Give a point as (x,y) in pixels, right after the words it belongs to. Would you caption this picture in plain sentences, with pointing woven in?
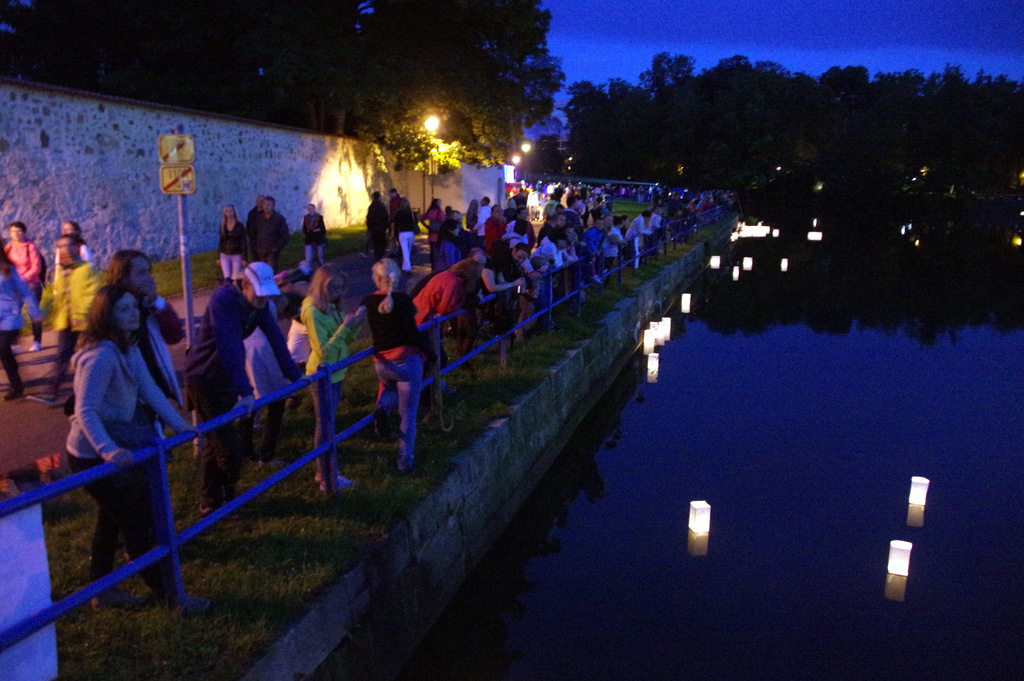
Here we can see candle lights (774,230) in a box (704,513) on the water (644,458). On the left (180,324) there are few people (180,324) standing on the grass (181,454) at the fence (167,451) and few people (131,253) are walking on the road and among them few persons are carrying bags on their shoulders (385,205). In the background (227,20) there are trees (651,136), poles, lights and sky (874,20).
